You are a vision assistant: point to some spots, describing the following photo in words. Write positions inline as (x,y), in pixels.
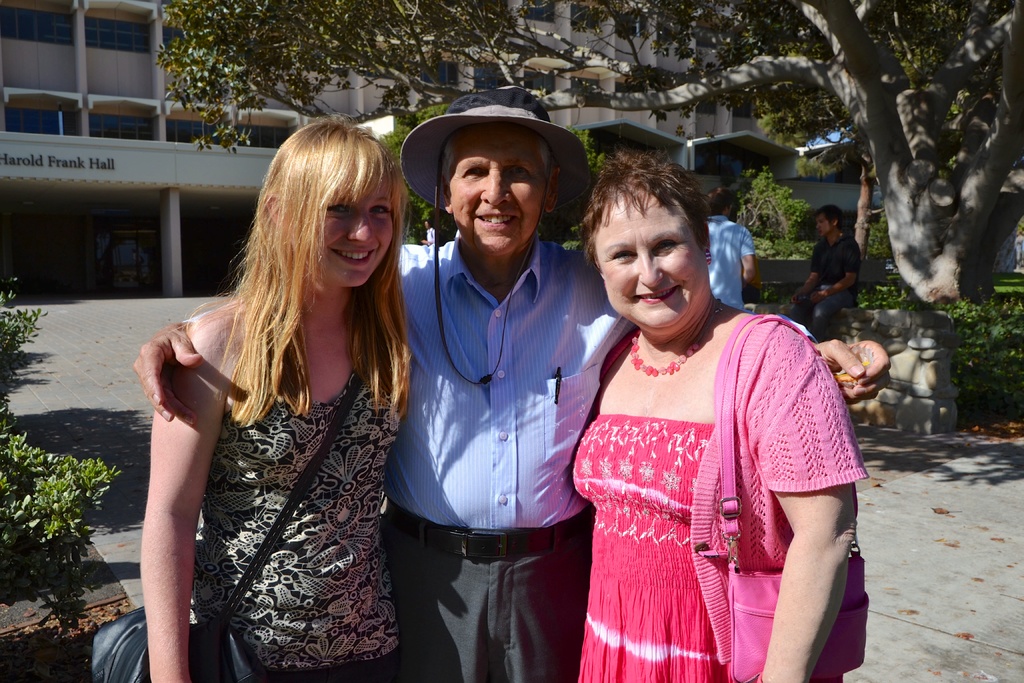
In this image we can see three persons (415,496) smiling. Behind the persons (400,430) we can see the rock wall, persons (726,281), plants (907,291) and a tree (184,76). In the background (619,139), we can see a building (155,136). On the left side (6,312), we can see a plant (52,509).
